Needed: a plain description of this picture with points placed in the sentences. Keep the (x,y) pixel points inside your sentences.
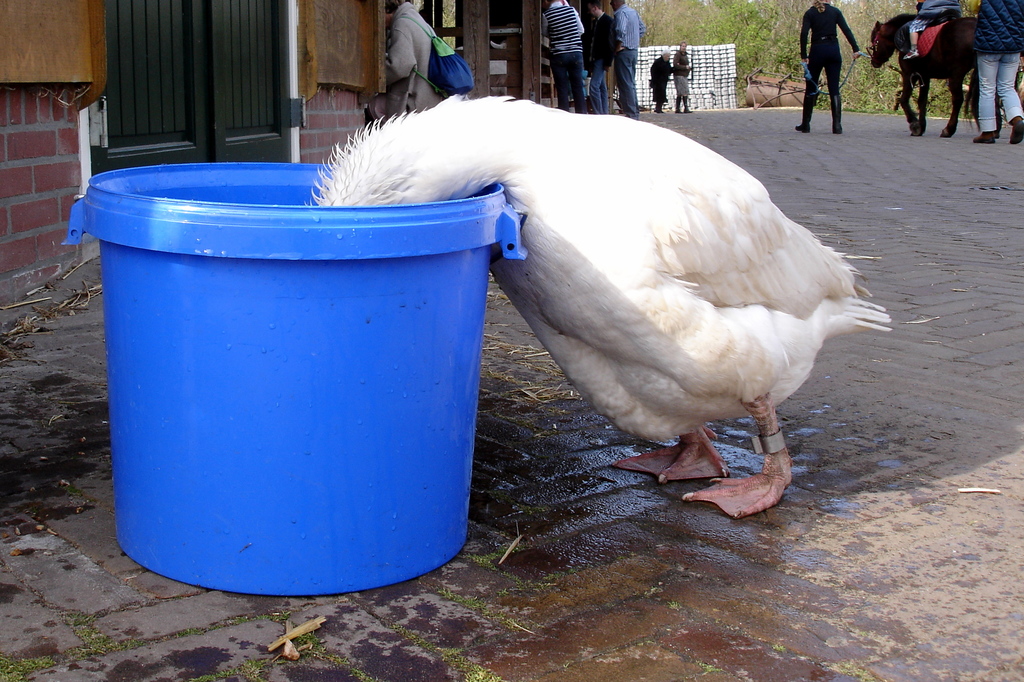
In this image, we can see people (620,54) wearing clothes (995,44). There is a duck (655,236) and bucket (422,328) in the middle of the image (406,347). There is a door (222,135) in the top left of the image (181,124). There are some trees (710,24) and plants (851,98) in the top right of the image (884,99). There is a person (917,23) sitting on a horse (932,55).
